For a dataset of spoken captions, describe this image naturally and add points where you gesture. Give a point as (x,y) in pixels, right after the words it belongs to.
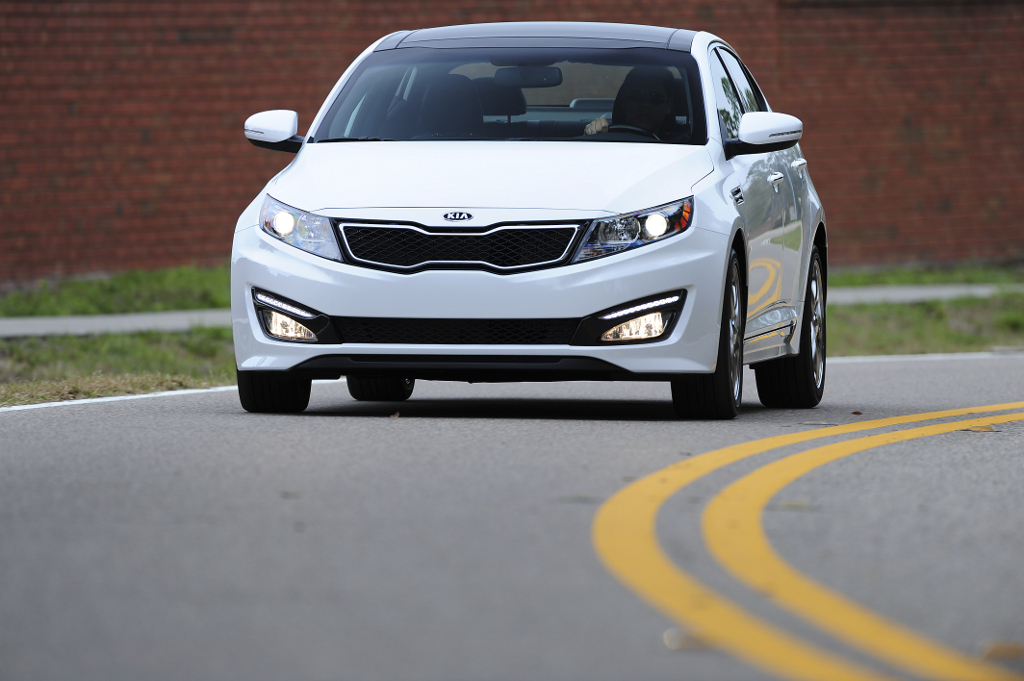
In the middle of the image (671,231), there is a white color vehicle (693,219) on the road (605,498), on which there are yellow and white color lines (756,570). In the background (86,384), there is a footpath (885,293), there's grass (965,344) on the ground (956,285) and there is a brick wall (901,41).
